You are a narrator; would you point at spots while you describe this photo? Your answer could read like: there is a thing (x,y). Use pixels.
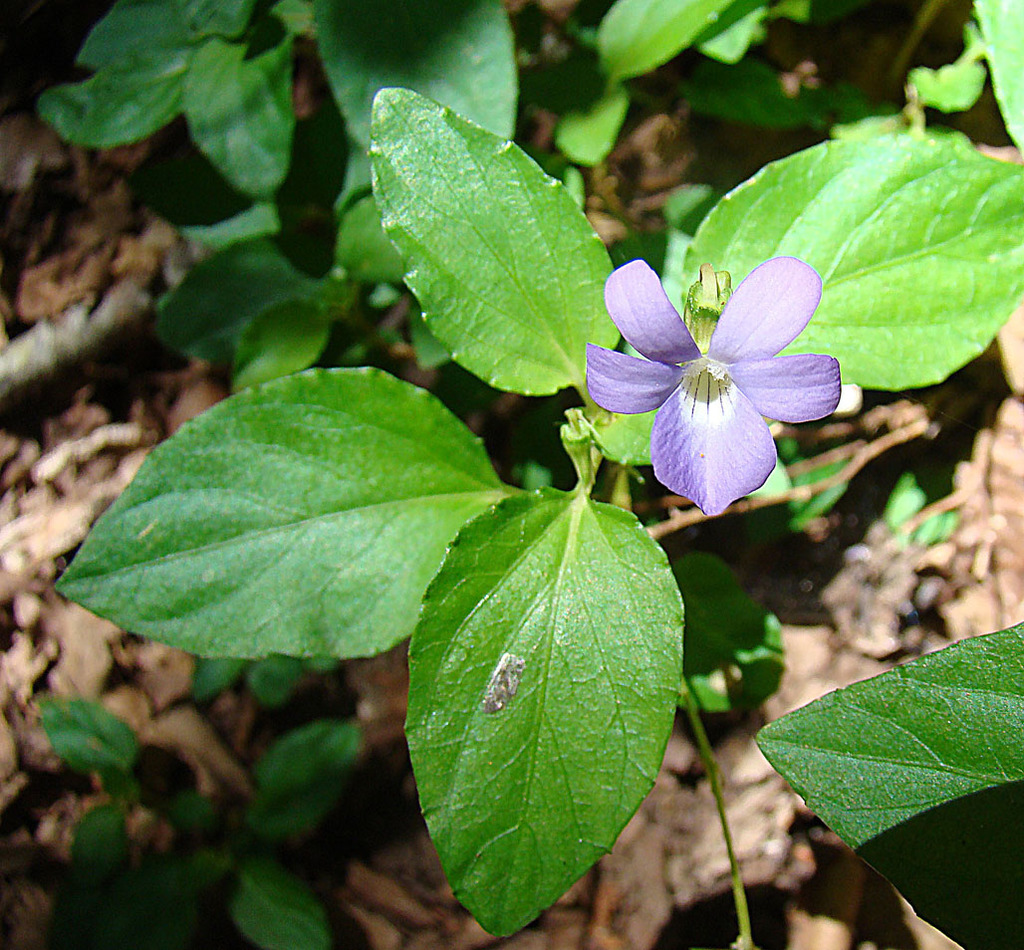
There are violet color flower (621,383) on a plant (365,623). In the background (221,335) there are plants (732,10) and it is blurred.
